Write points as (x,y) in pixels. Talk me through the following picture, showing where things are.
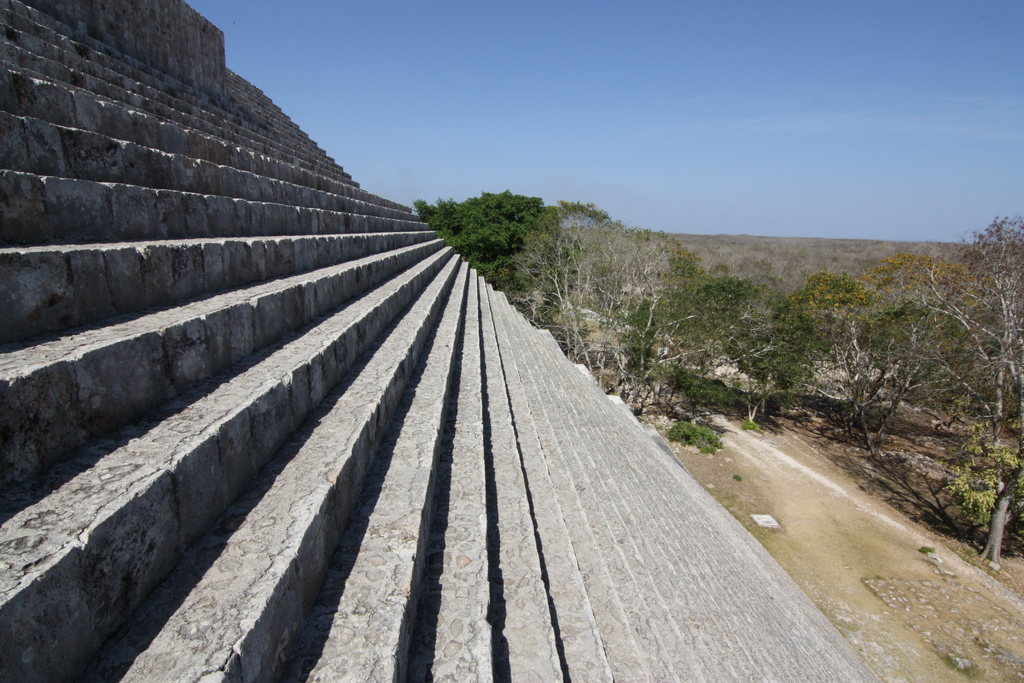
In this image we can see steps (533,468). Also there are trees (582,264). In the background (699,89) there is sky (712,103).
